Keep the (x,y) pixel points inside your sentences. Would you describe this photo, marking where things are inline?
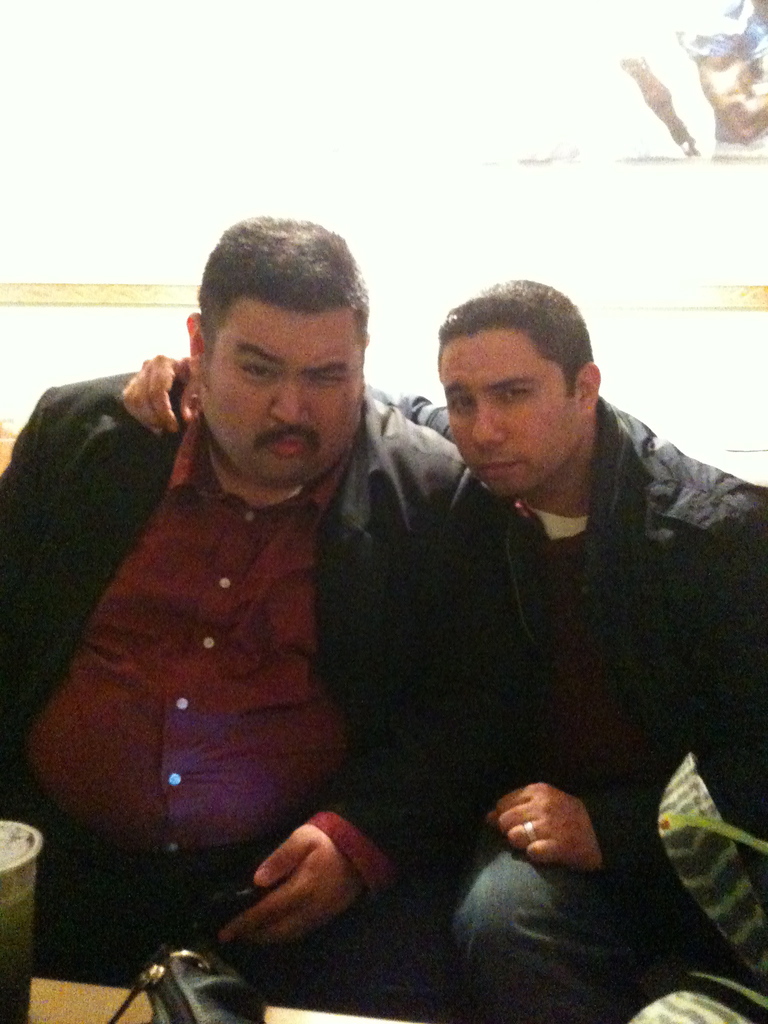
In this image I can see two persons (384,604) wearing black jackets (491,610) are sitting in front of a desk (41,996) and on the desk (58,989) I can see a bag (145,983) and few other objects (9,833). I can see the white colored background (374,58).
